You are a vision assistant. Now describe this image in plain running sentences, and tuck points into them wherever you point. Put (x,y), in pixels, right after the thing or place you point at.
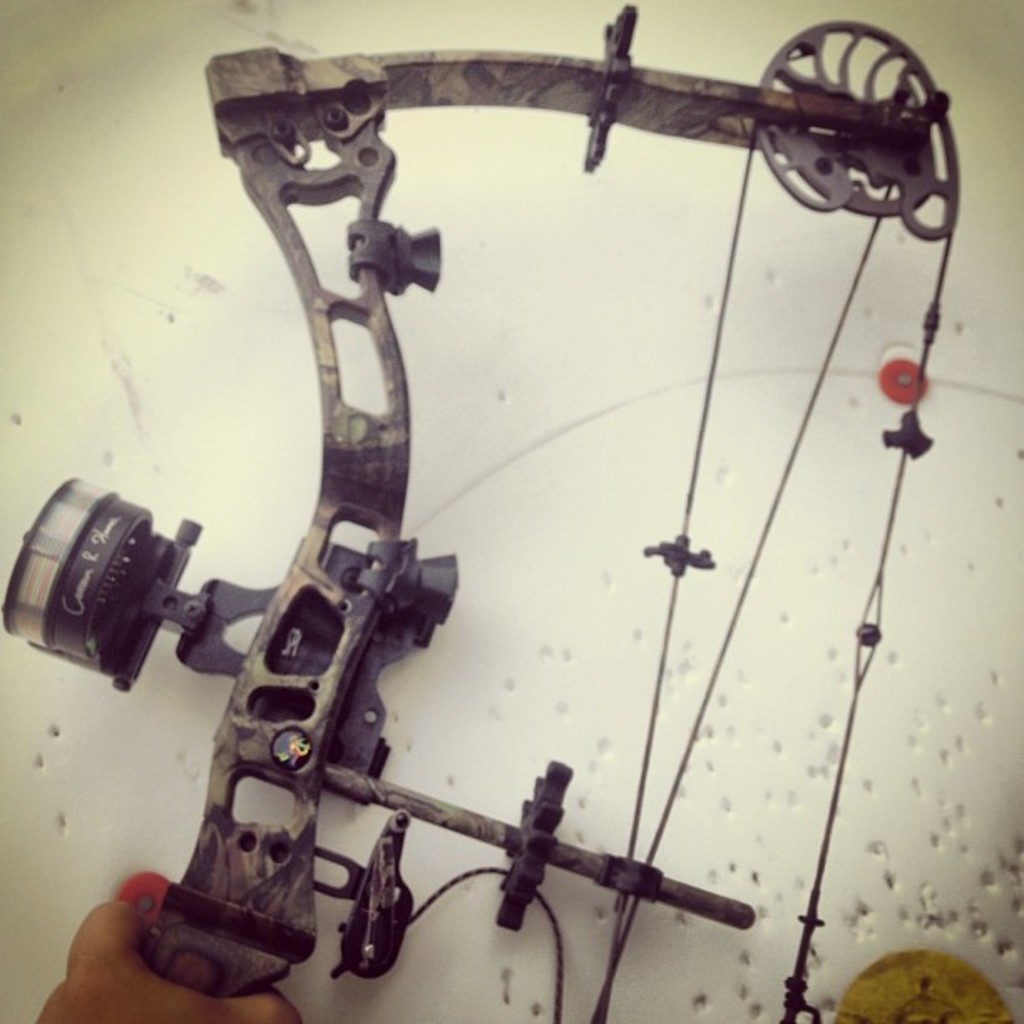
In this image we can see a machine (226,614). There is white background (992,916) with holes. There is a person's hand (129,927).
